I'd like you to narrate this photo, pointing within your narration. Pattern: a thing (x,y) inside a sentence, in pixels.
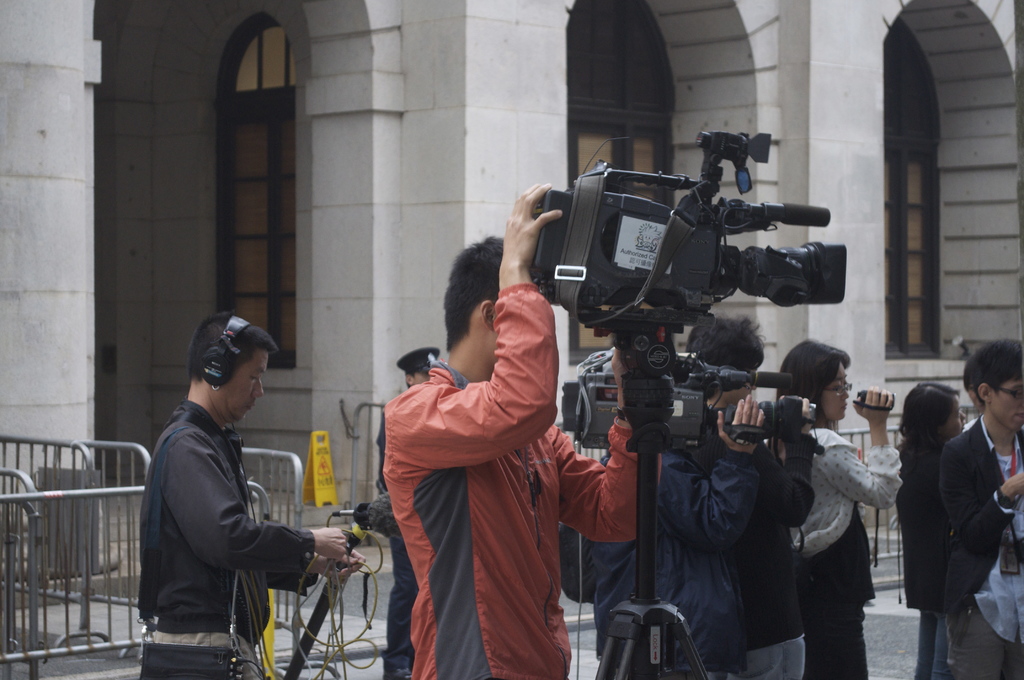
In this picture we can see some people (455,586) are holding cameras (680,417) with their hands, standing on the floor (898,627), fences (71,493), some objects (607,354) and in the background (774,355) we can see a building (774,355) with windows (247,122).
